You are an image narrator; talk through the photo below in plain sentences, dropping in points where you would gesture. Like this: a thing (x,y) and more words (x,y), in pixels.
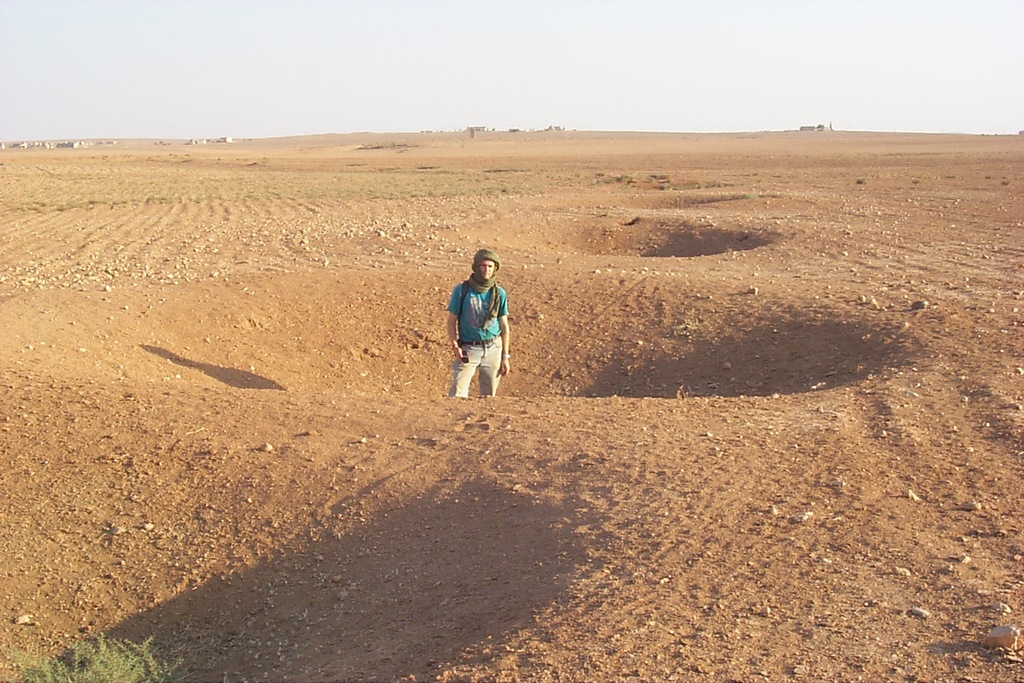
In this picture there is a man (456,369) who is wearing a scarf (497,291), t-shirt (477,337), trouser (485,371), watch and holding something. He is standing on the ground (570,480). In the background (39,145) we can see the buildings (67,145). At the top (582,53) we can see sky (601,26). At the bottom left corner (85,646) we can see the grass (132,650).
